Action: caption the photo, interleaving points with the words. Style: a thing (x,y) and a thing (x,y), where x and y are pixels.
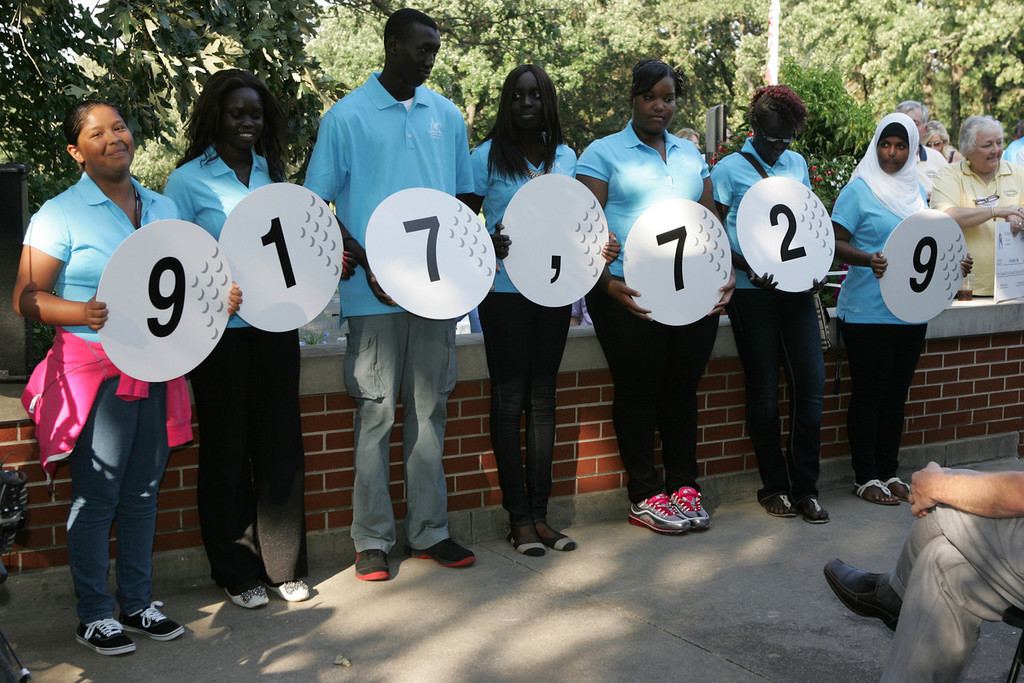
In this image we can see a group of people (749,277) are standing on the ground (732,658), they are wearing blue dress (574,168) and holding number boards (907,254) in the hand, in front there a person (970,605) is sitting, at the back (606,31) there are trees (856,81), there is a pole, there is a wall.
